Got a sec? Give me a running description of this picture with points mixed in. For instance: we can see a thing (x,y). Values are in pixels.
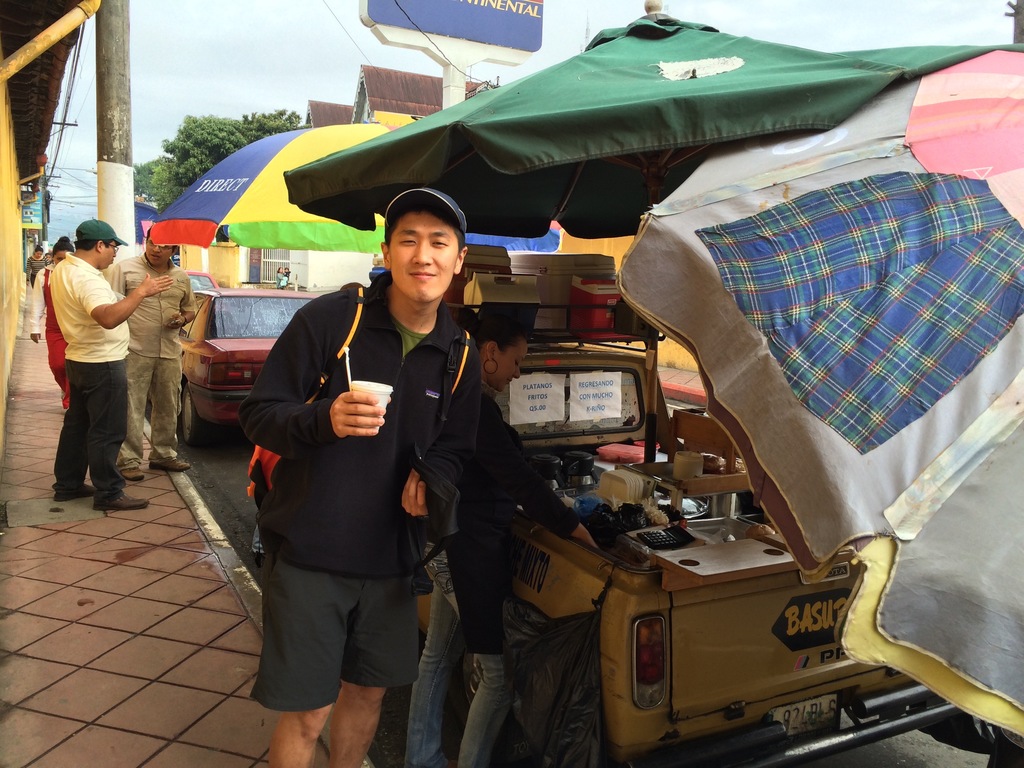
In the center of the image (419,271) there is a man (340,341) standing on the ground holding a cup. On the left side of the image (180,358) we can see vehicles (194,365) on road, person's (171,349), pole (98,154) and buildings (38,111). On the right side of the image (856,670) we can see umbrellas (774,422), woman (474,461) and vehicle (619,576). In the background (270,59) we can see sky (214,93), buildings (356,100) and trees (159,181).
